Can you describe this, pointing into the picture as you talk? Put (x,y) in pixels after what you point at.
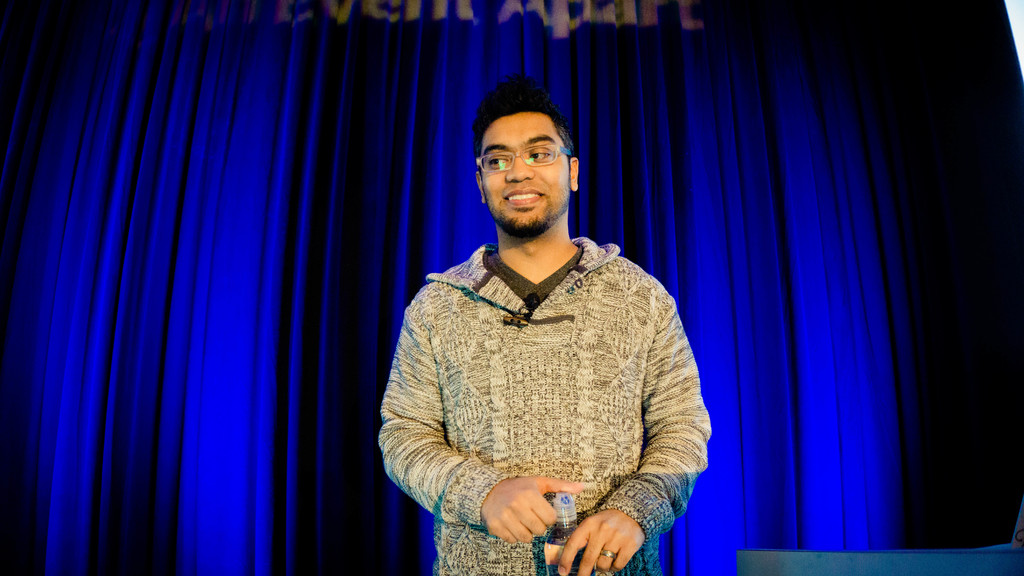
In the center of the image (462,332) there is a person (525,321) holding a bottle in his hand (599,559). In the background of the image (339,255) there is a blue color curtain (327,230).
